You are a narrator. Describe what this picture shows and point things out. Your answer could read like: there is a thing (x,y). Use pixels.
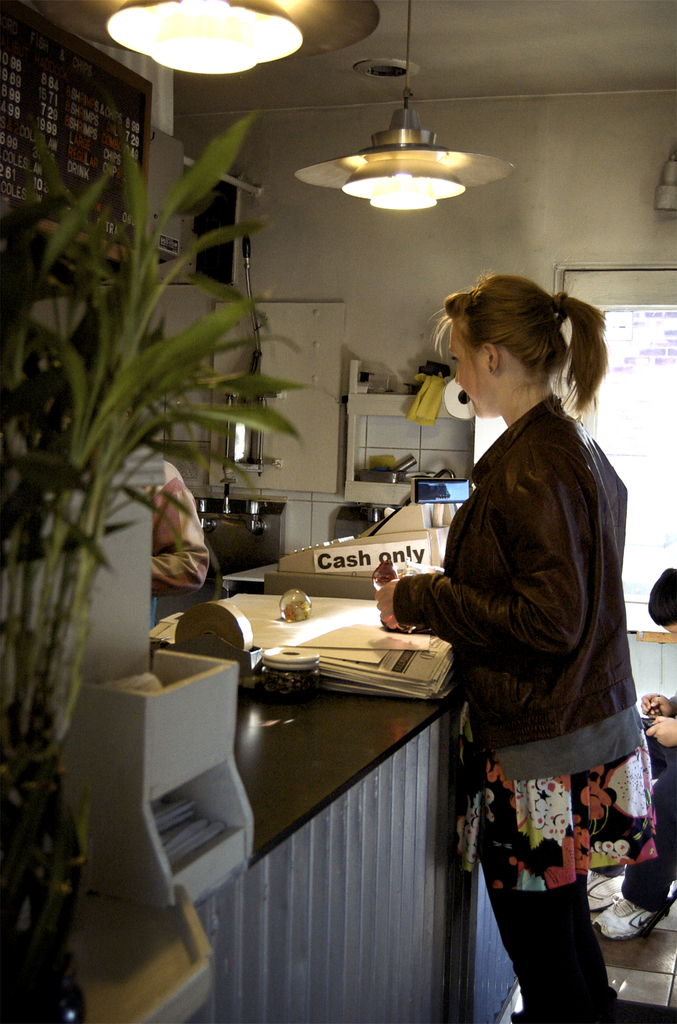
In this image i can see a woman (530,636) standing in front of a woman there are few papers (348,643), machine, a small plant (28,608) on a table (334,756), at the back ground (312,355) i can see a wall (395,308) at the top (378,185) i can see a light (381,176).
